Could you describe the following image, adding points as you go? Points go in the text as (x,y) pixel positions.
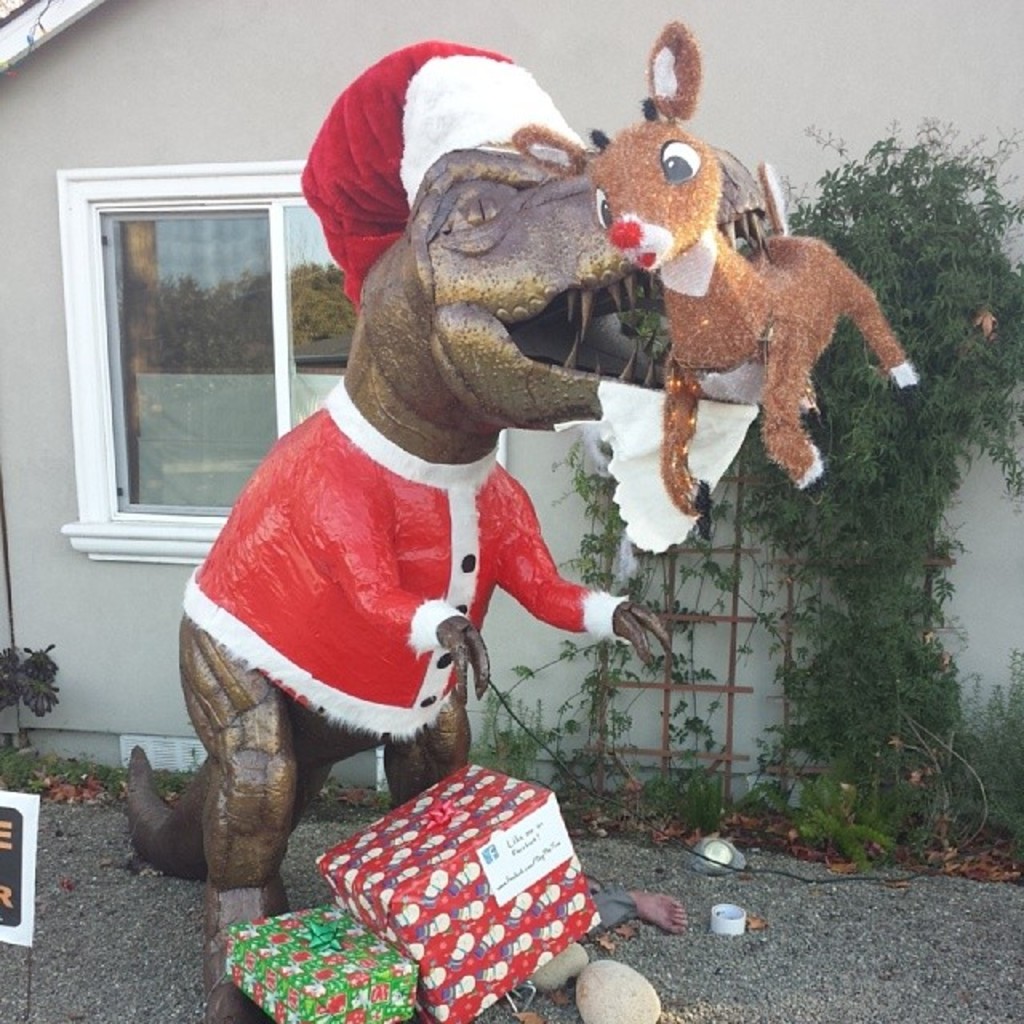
In this image, I can see the sculpture (485,389). These are the gift boxes (383,931), which are packed. I can see a person's legs (668,928). These are the rocks (638,978). This looks like a house (277,145) with a window (175,428). I can see a tree (815,662).
